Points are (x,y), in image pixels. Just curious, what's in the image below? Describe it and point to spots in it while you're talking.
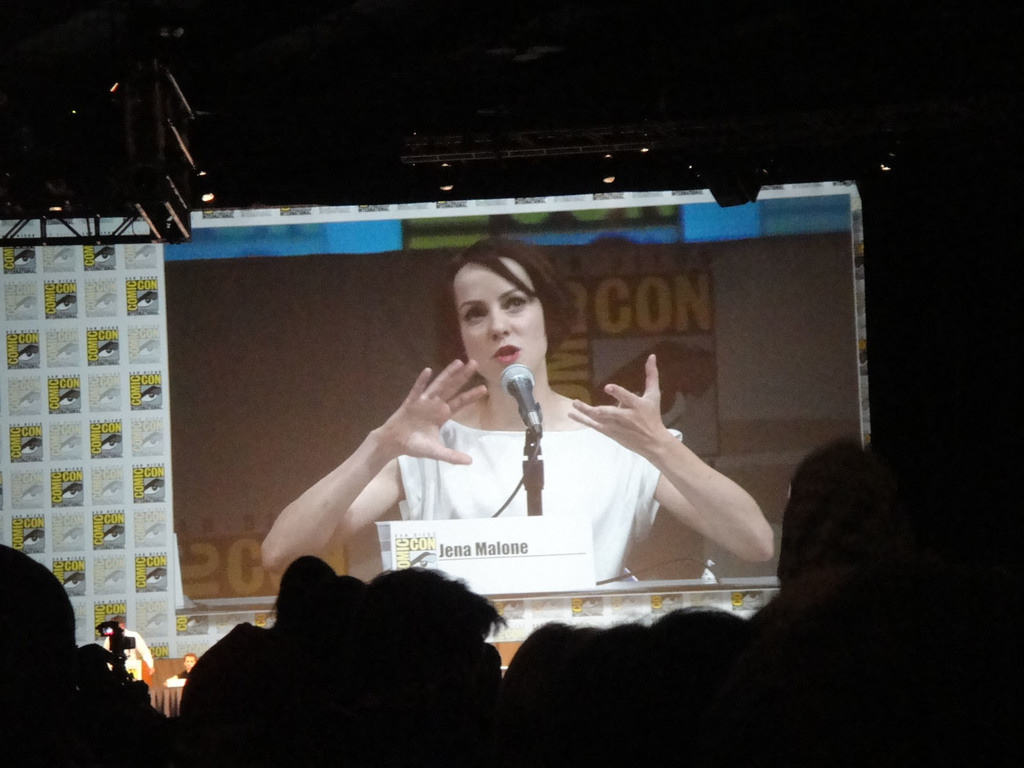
In the center of the image (442,422) we can see a girl (513,269) in the screen (485,274). At the bottom of the image (815,529) we can see persons (720,728). In the background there are lights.
